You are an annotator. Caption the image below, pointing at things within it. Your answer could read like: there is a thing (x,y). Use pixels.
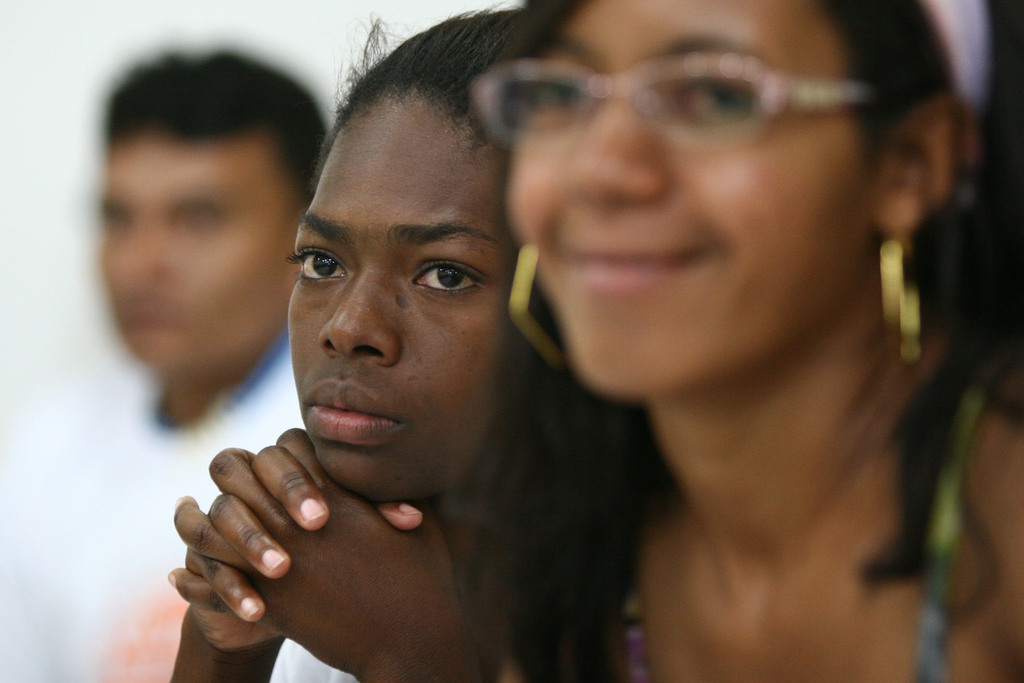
In this image we can see three persons (488,381), one of them is wearing glasses (697,113), and earrings (908,316).
